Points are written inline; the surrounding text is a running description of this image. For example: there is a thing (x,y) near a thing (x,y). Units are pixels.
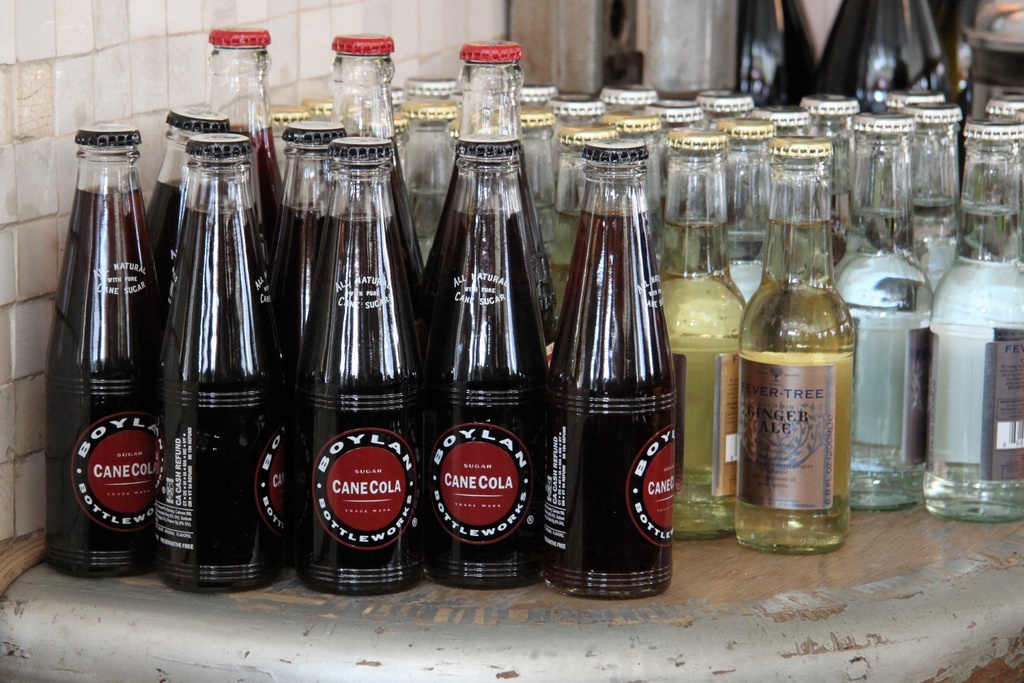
In this image I can see the glass bottles (490,202) with drink (512,379). These are on the brown and ash color surface (688,633). To the left (32,253) I can see the wall (37,213).
